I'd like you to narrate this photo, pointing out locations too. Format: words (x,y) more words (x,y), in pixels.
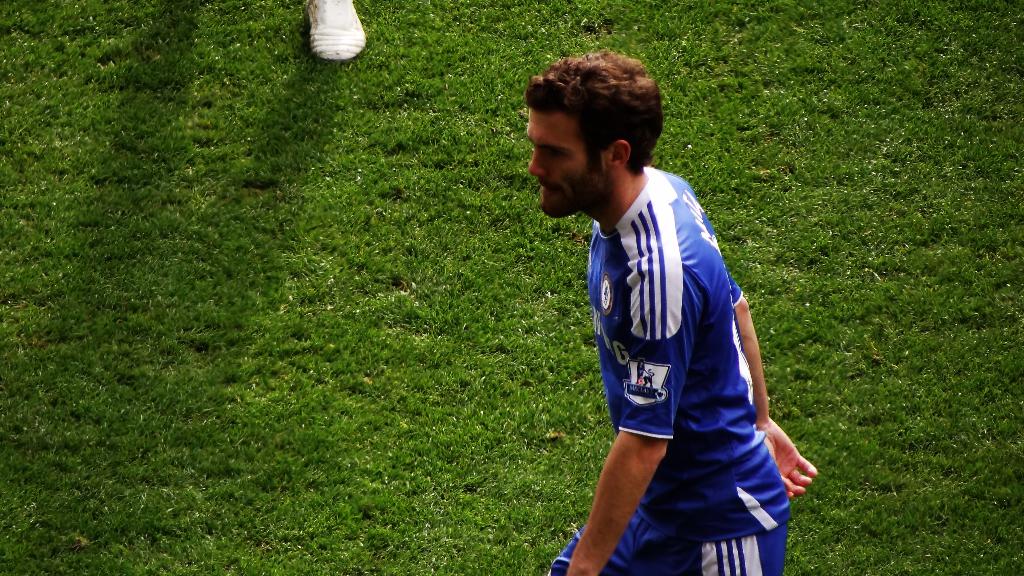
In this picture I can observe a man (631,380) walking in the ground (413,334). There is some grass (223,201) on the ground (394,243). Man (605,260) is wearing blue color jersey (658,363). I can observe white color shoe (335,37) on the top of the picture (333,33).
